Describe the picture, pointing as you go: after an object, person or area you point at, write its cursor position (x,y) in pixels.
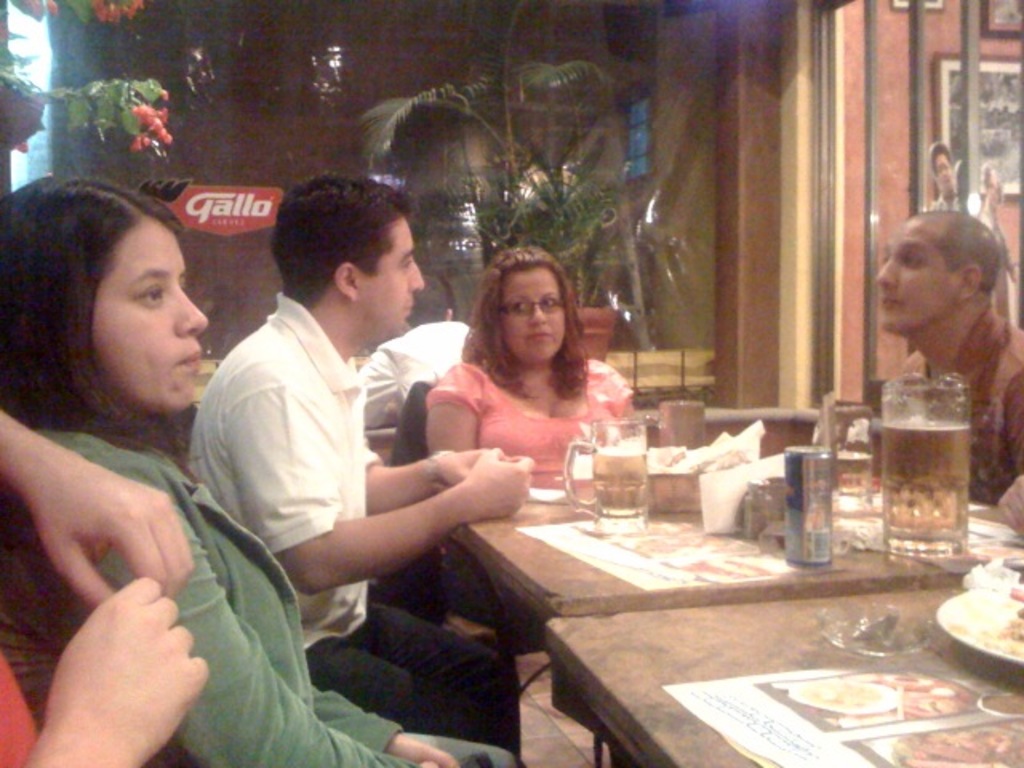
In this image i can see a group of persons (257,536) sitting around the table (587,651) and there are the jars (625,502) contain a beer (609,471) and there is a can (804,505) kept on the table (687,587) and there is a window (658,342), through the window (619,51) i can see a trees (544,199) and there is a some text (219,202) written on the window (268,170), on the right side (947,91) i can see a wall (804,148) and there are some photo frames (953,72) attached to the wall (939,52).
